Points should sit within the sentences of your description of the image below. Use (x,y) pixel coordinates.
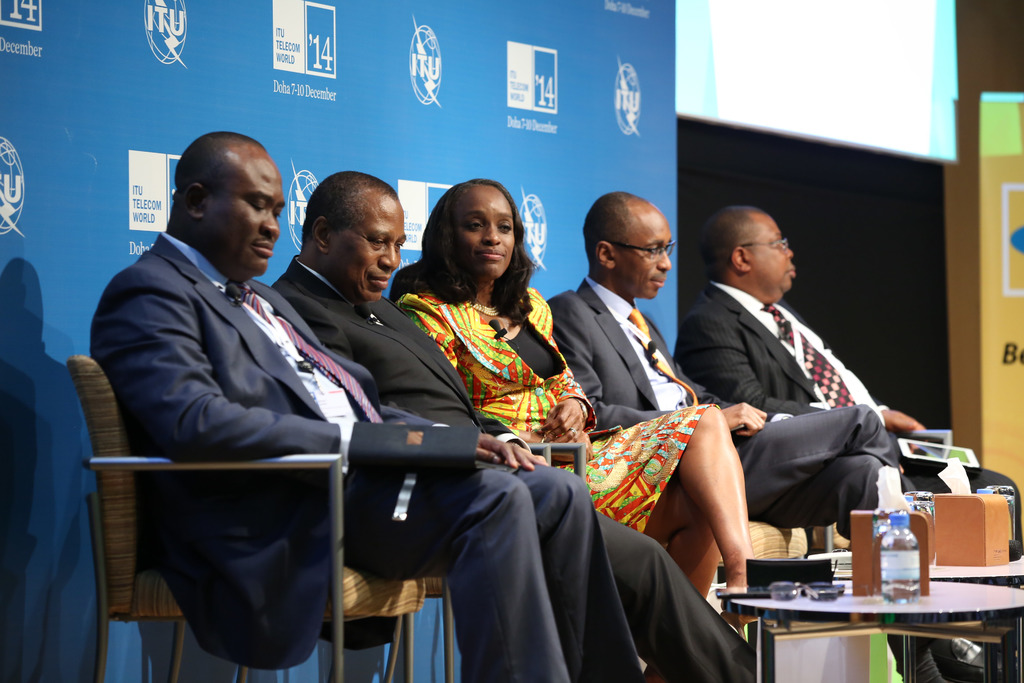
This picture shows group of people (708,544) seated on the chairs (129,579) and we see a water bottle (886,565) on the table (961,580) and we see a hoarding (544,173) back of them.
